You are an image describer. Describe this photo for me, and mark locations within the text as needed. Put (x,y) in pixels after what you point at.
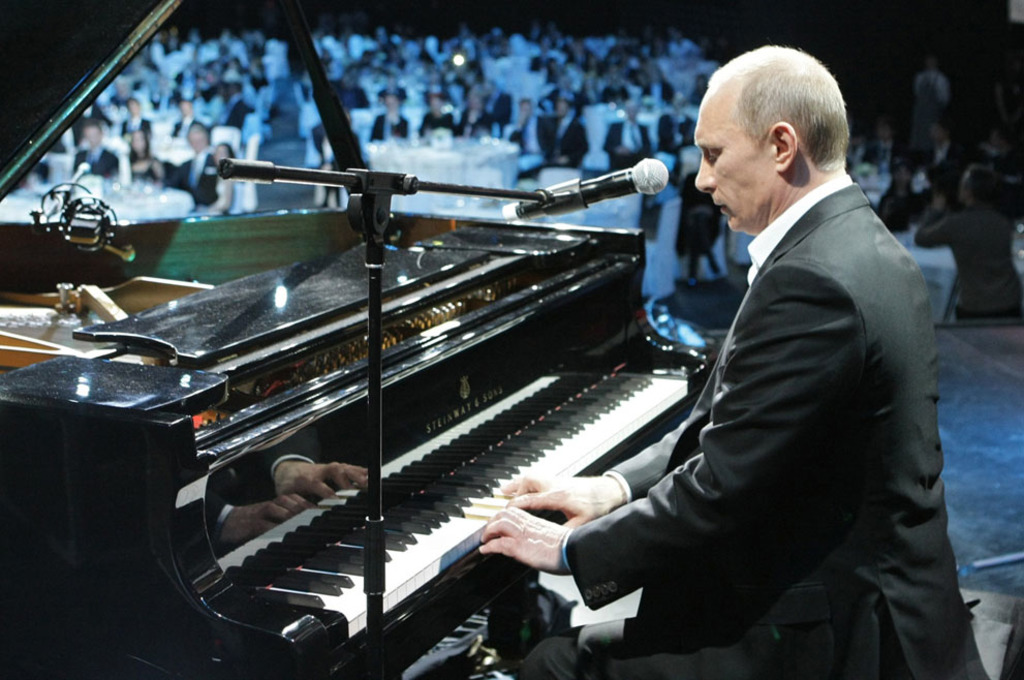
The image consists of a man (718,437) playing piano (441,487) and singing on mic (604,182) and in front there are many people (538,114) sat and looking at his performance.
